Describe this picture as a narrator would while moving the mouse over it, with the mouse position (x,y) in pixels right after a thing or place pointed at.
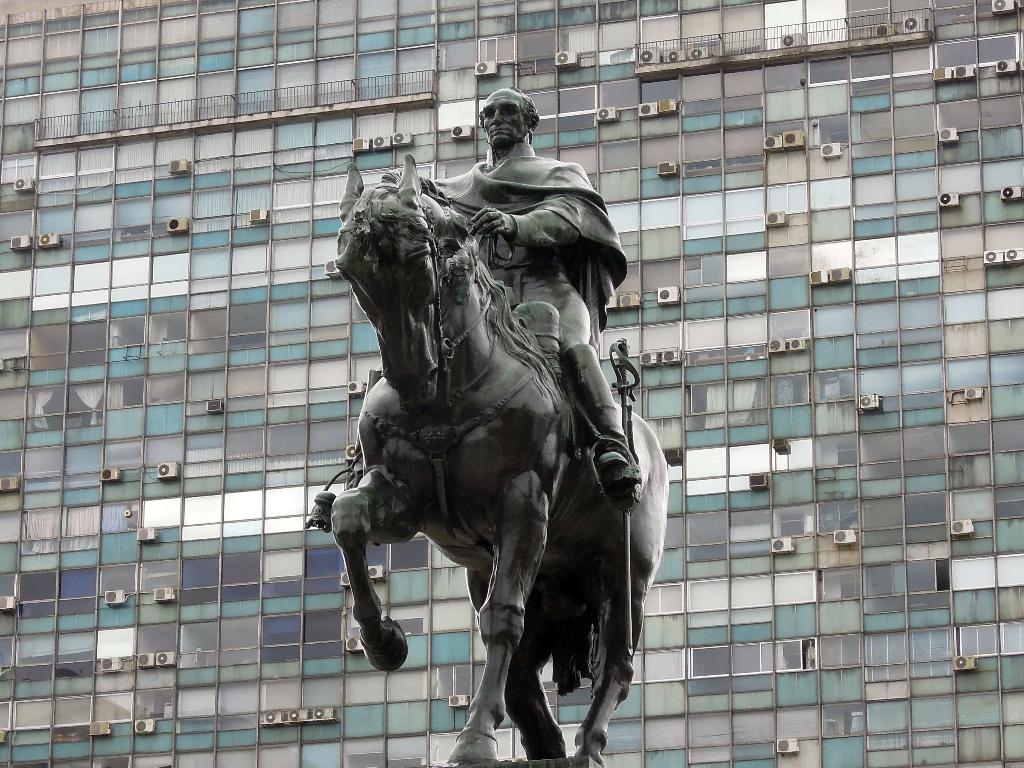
In this image i can see a statue (462,406) of a person (522,222) who is sitting on a horse (472,499) and at the background of the image (590,95) there is a building (961,98).
